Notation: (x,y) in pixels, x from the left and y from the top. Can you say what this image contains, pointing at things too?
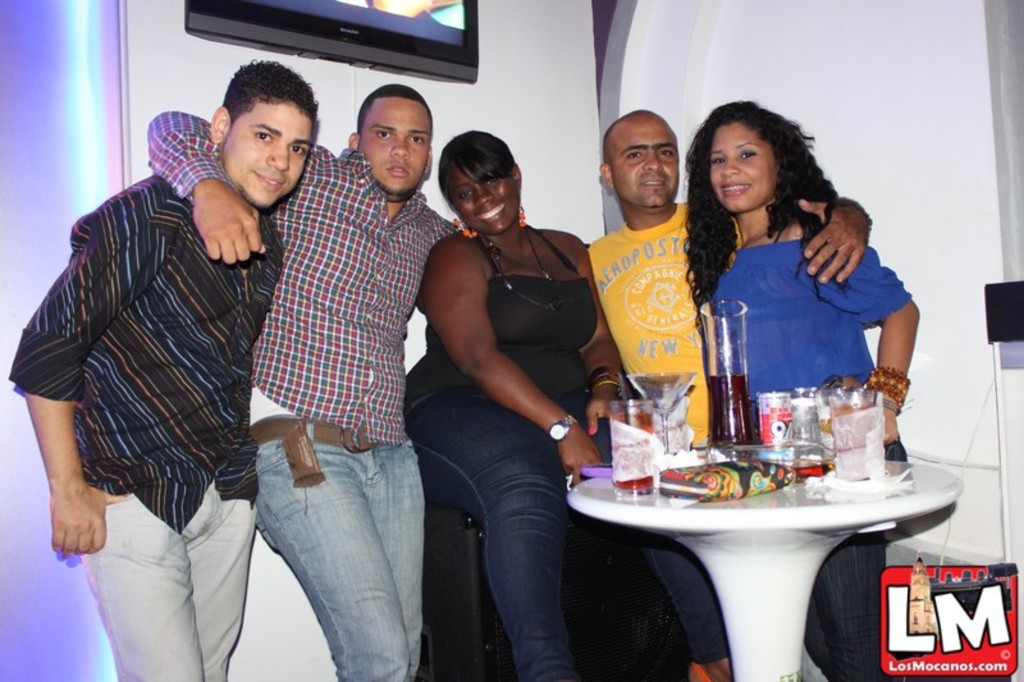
This is the image where a man (333,251) is standing and smiling, a woman (434,358) is sitting and smiling and there are 2 people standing and smiling here there is a table (763,639) in which there is a glass (646,420), napkin (622,433), tissues (649,451), bag (699,495), a tin (763,436) and at the background (328,17) there is a television (400,17) fixed to the wall (67,233).
